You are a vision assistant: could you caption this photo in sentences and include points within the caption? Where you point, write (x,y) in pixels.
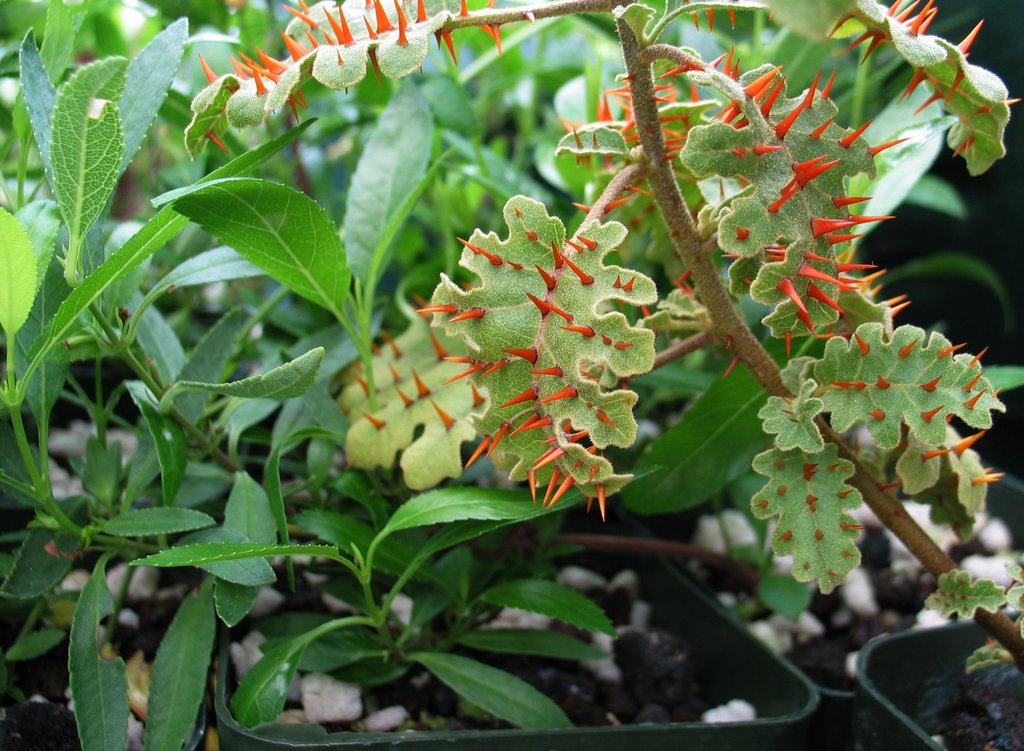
In the image there are plants (209,381) on the land (771,638), the right side plant (853,303) having orange thorns (342,20).
